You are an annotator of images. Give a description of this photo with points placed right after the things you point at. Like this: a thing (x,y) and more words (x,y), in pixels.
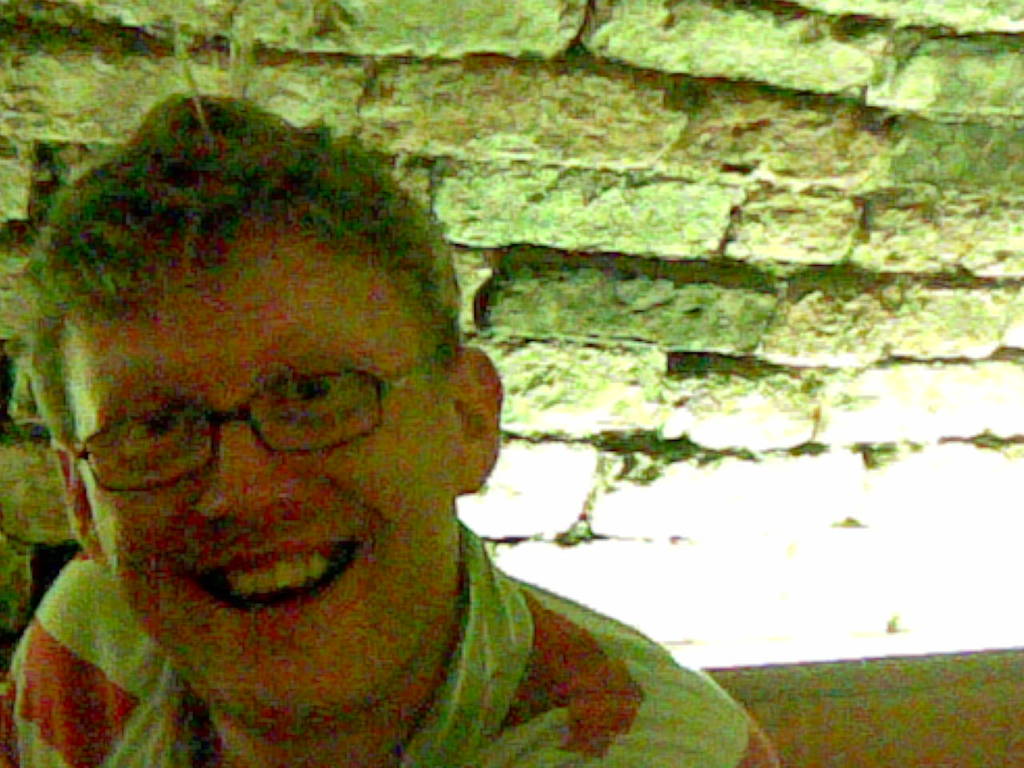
In the foreground of the image (62,364) there is a person (19,704) smiling. He is wearing a white and red striped t-shirt (495,631). At the background of the image (68,31) there is a brick wall (641,163).
